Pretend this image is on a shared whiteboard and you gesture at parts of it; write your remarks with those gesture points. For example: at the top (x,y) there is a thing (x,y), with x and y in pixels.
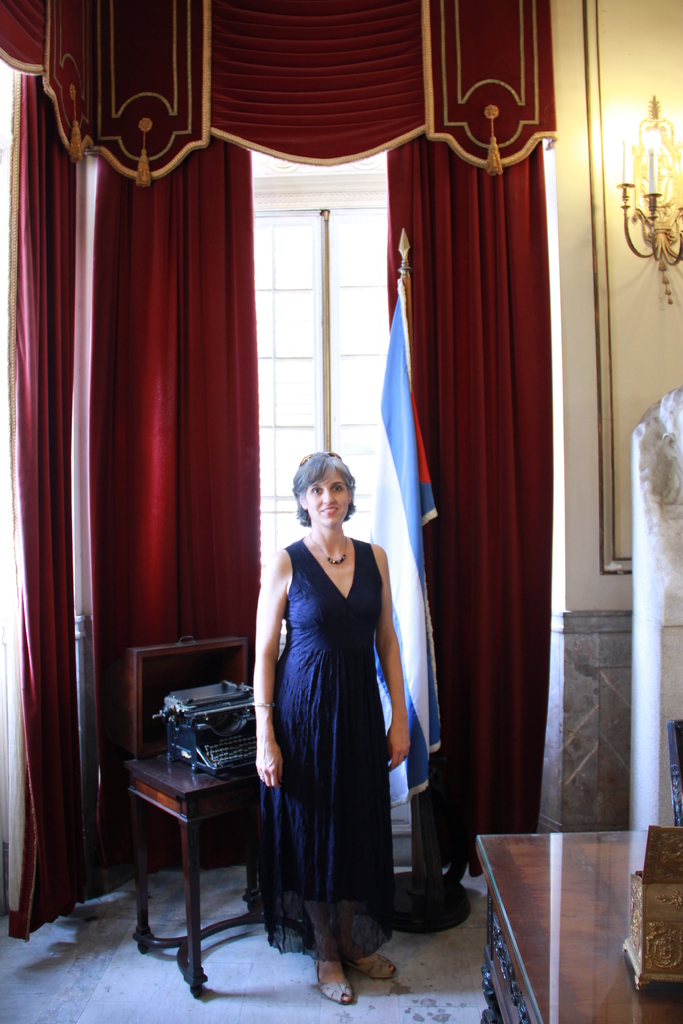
This picture is clicked inside the room (510,593). In the middle of the picture (337,666), we see a woman (343,674) in the blue dress (296,714) is standing. She is smiling and she is posing for the photo. Behind her, we see a table (143,761) on which a black color object (215,730) is placed. Behind that, we see a curtain (121,291) in red color. Beside that, we see the windows (305,315). Beside her, we see a flag (395,566) in white, blue and red color. Behind that, we see a curtain (488,385) in red color. On the right side (583,159), we see a white wall (628,316) and a candle (642,171). In the right bottom (673,989), we see a table (604,910) on which an object (639,914) is placed.
